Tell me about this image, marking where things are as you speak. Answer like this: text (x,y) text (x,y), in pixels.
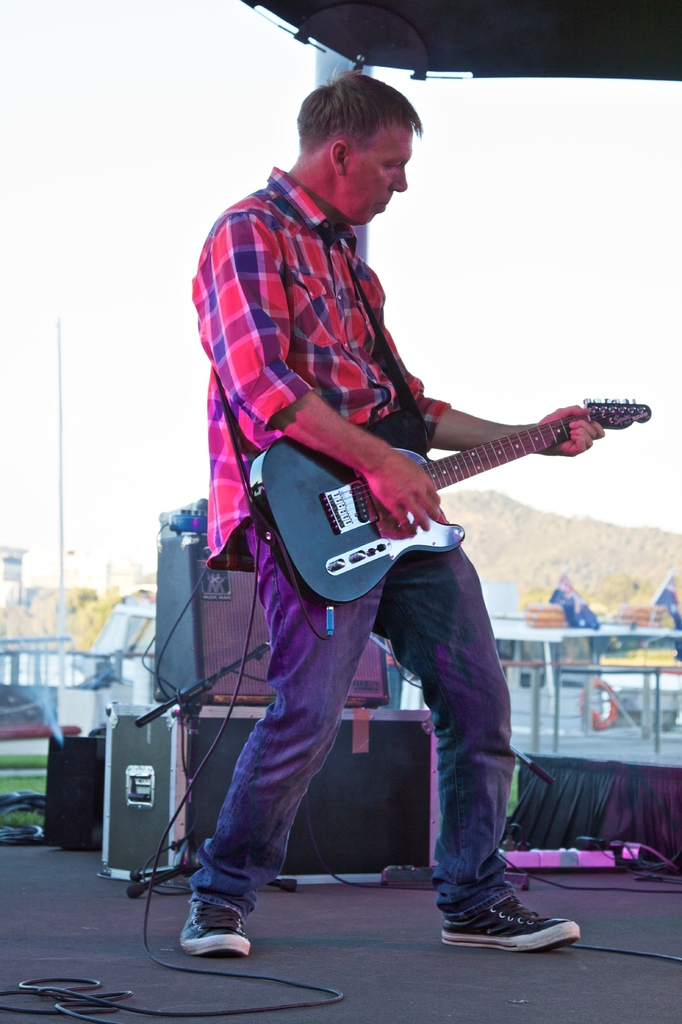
In this image I see a man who is holding a guitar (342,597) and In the background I see few equipment (201,587) and wires (76,1012).
